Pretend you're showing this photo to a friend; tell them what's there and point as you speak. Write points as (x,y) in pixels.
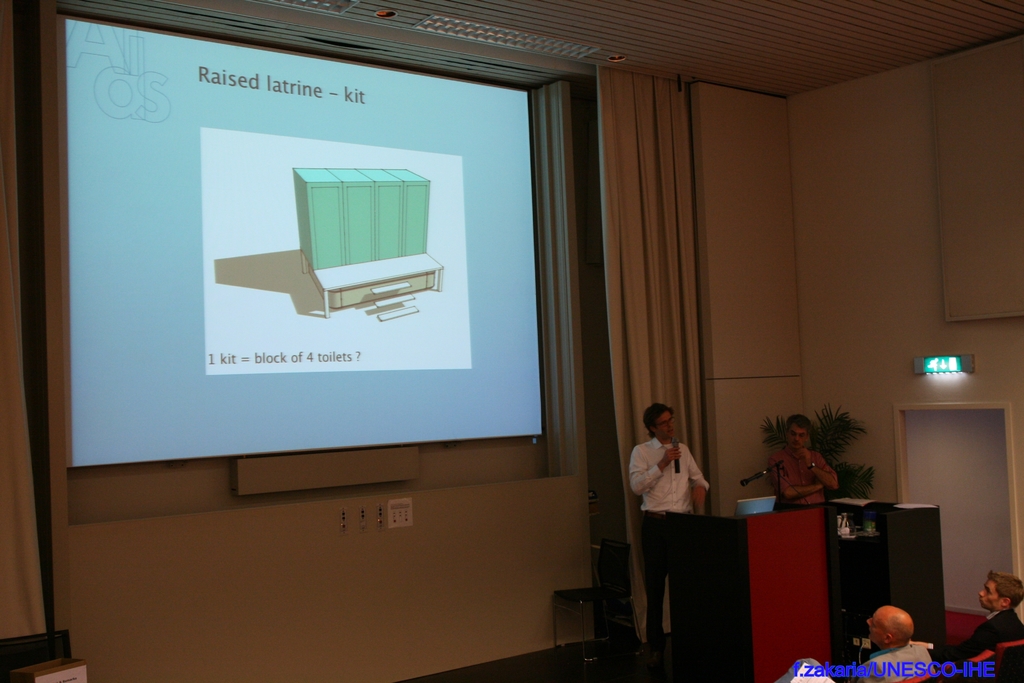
This picture might be taken inside a conference hall (813,357). In this image, on the right corner (984,642), we can see two people (884,625) are sitting on the chair (1018,653). On the right side (794,486), we can see two men (810,487) are standing in front of the podium (921,521) and talking in front of a microphone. On that podium (768,518), we can see a laptop (767,505) with some papers (852,503). On the right side (1004,422), we can also see a door (970,410) which is closed, plants (864,491). In the middle of the image (354,256), we can see a screen (488,261), curtains (636,265). On the top (832,32), we can see a roof (754,70) with few lights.
